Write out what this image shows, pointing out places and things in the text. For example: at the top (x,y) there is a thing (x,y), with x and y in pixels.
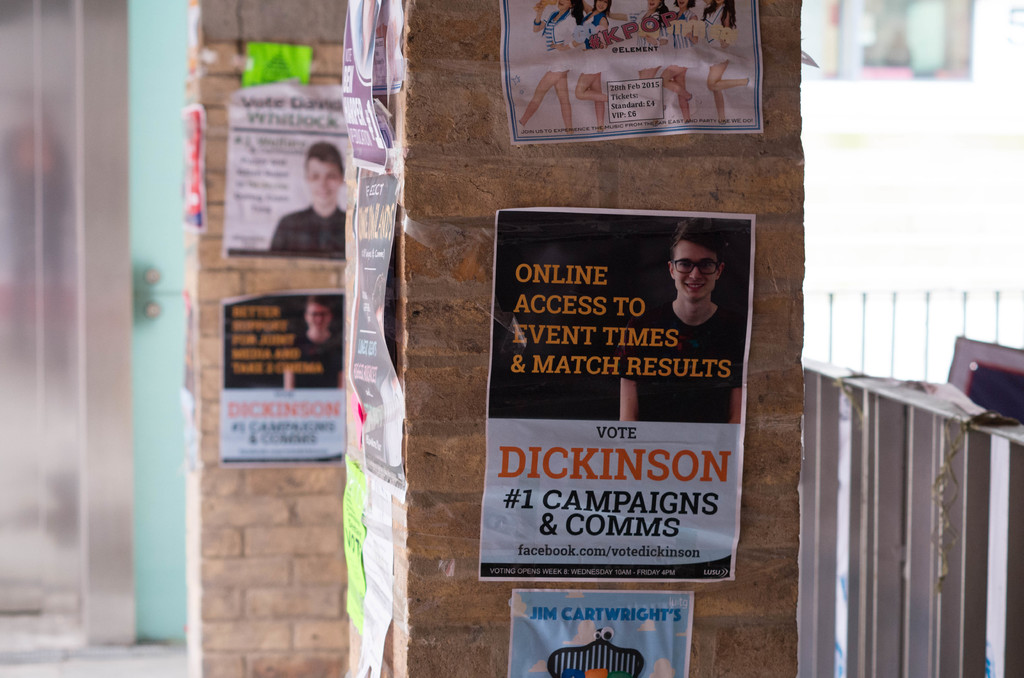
In this picture we can observe two pillars (283,603). There are some posters (494,488) attached to these two pillars (316,288). On the right side (872,515) we can observe a railing (875,464). These pillars (455,116) are in cream color. The background (894,69) is blurred.
